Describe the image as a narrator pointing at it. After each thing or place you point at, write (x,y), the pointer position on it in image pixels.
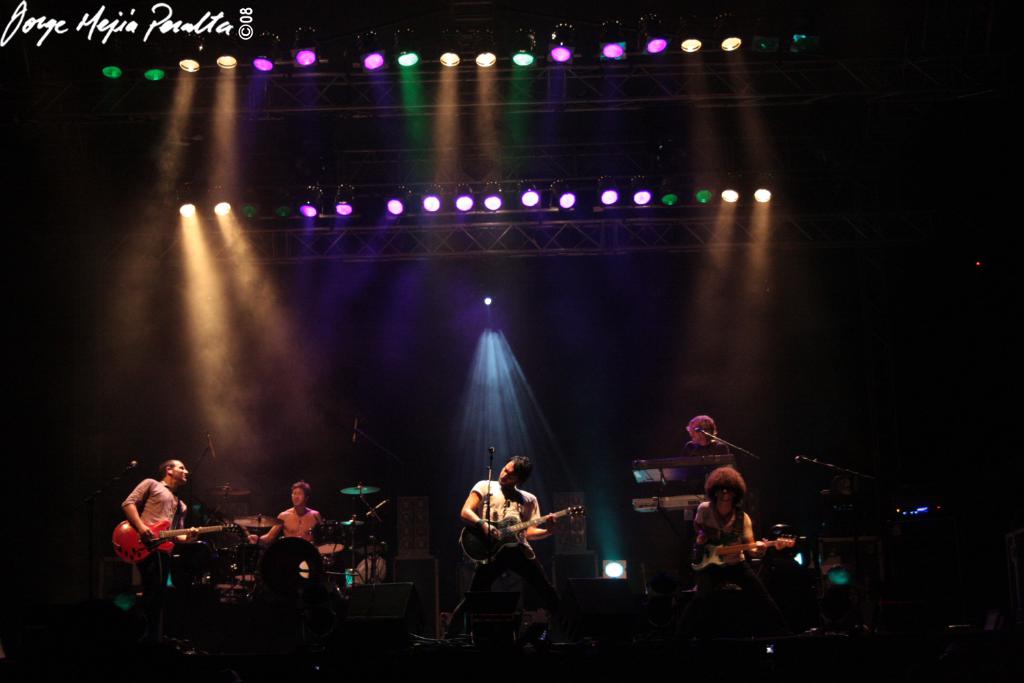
In this picture we can see five persons (712,538) playing musical instruments (227,488) such as guitar (475,554), piano (683,500), drums (259,522) and singing on mic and in background (234,239) we can see colorful lights (414,117) with pillar (344,223).
